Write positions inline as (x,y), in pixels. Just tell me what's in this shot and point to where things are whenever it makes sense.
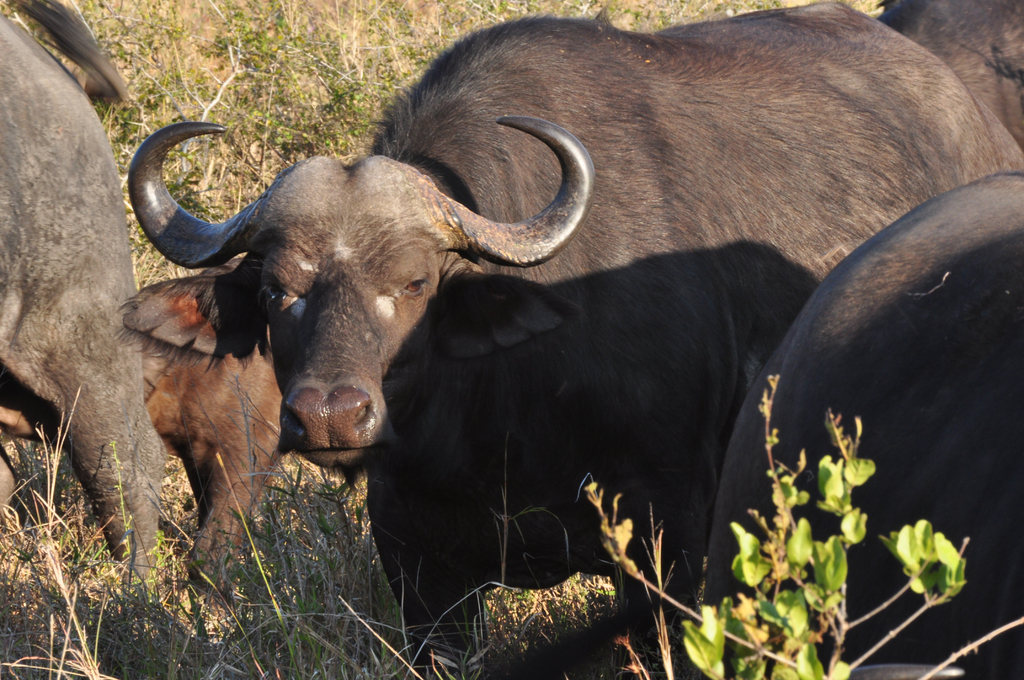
In this picture I can observe buffaloes (485,323). In the background (308,47) I can observe some plants (283,71) on the ground (688,7).
